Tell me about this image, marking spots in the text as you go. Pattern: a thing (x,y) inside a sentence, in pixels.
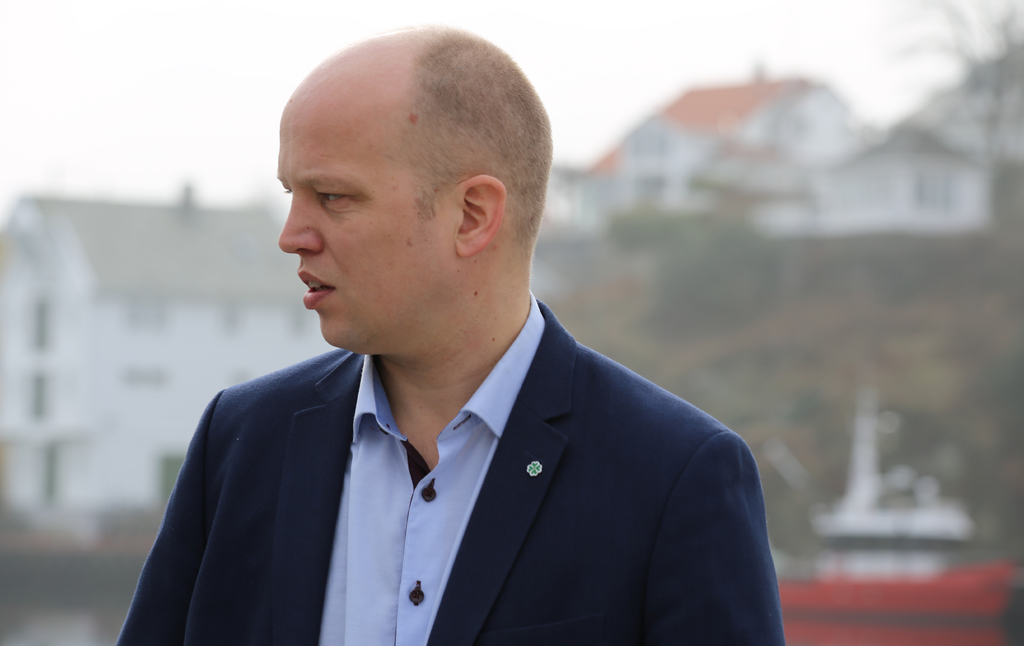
In this image there is a person (408,371), behind the person (391,344) there are buildings (709,130) and trees (668,262).
